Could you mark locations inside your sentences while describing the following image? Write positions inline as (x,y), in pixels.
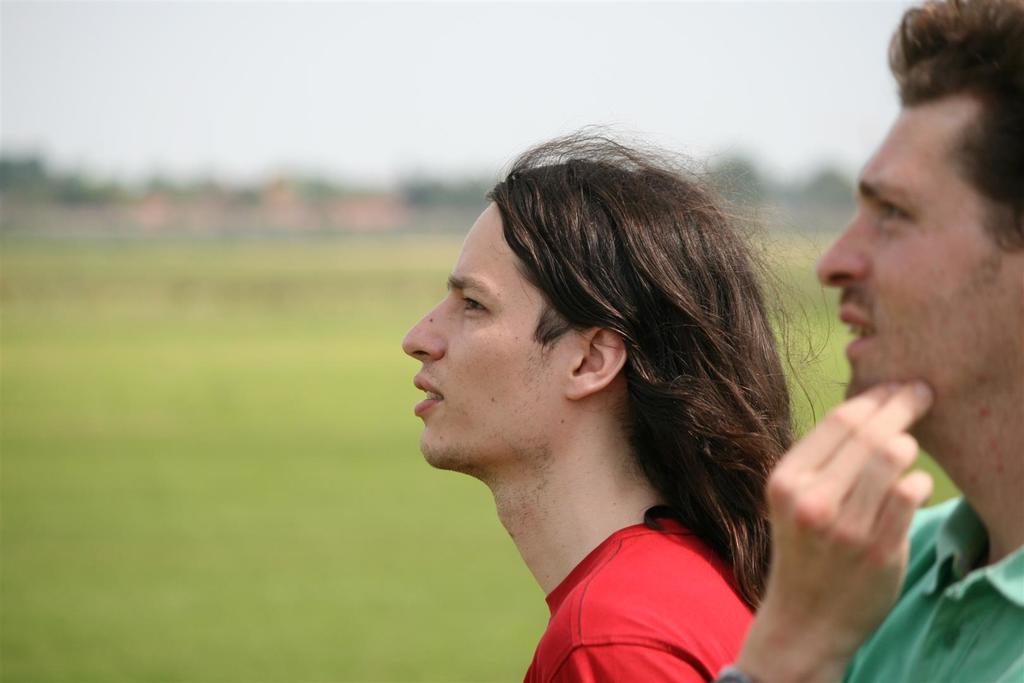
In the foreground of the image (544,667) there are two persons (761,449). At the bottom of the image (237,604) there is grass (215,562). The background of the image (90,236) is blur.
